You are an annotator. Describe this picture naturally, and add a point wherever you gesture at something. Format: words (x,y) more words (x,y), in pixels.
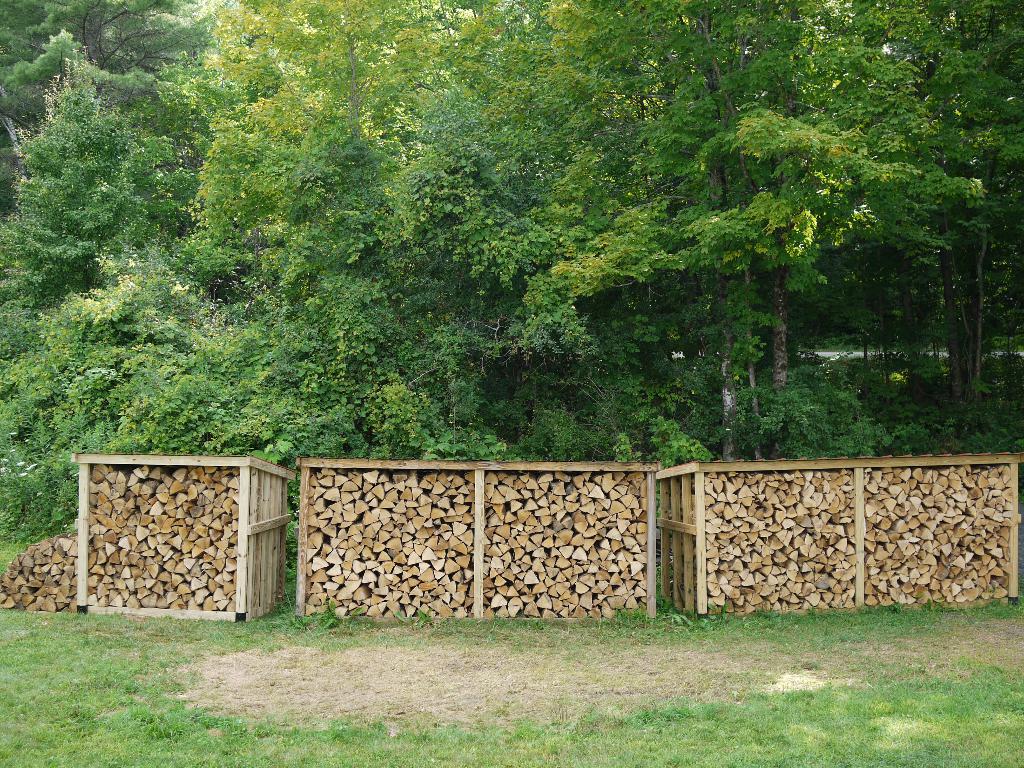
In the image we can see there are bundles (124,577) of wooden logs (602,539) kept in the box (651,513) on the ground (10,751). The ground (14,690) is covered with grass (432,722) and there are trees (270,227).
